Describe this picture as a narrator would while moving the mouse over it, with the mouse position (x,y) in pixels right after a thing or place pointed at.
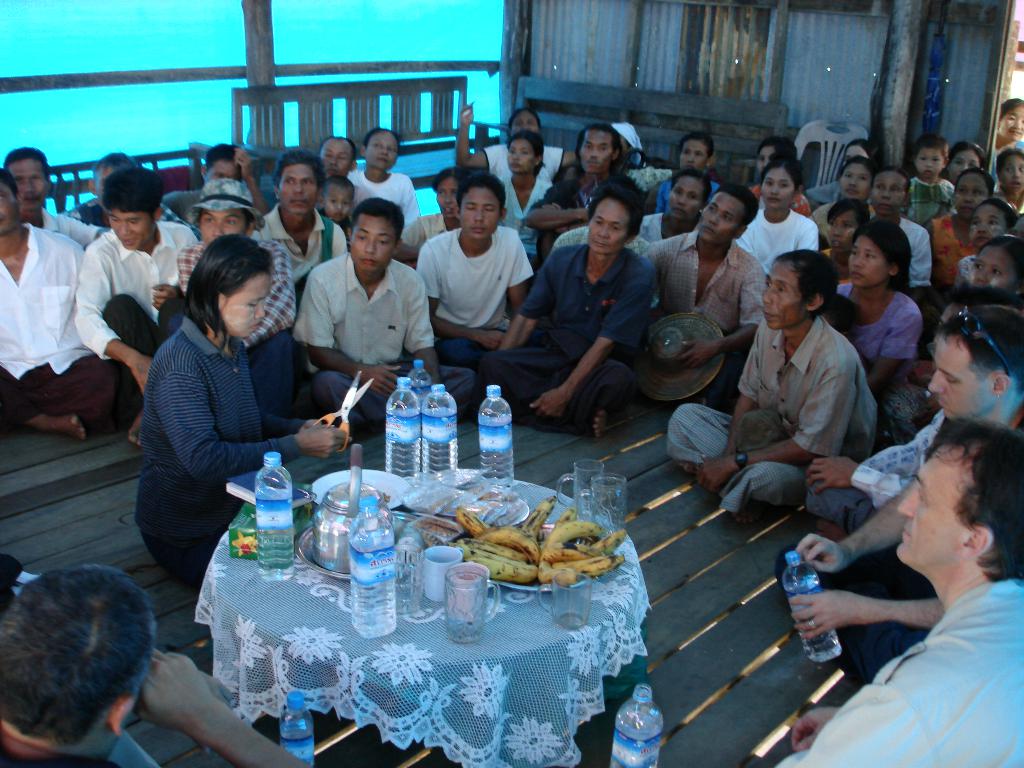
In the image there are many people (835,320) sat on floor (697,750) around a table (336,673) which had water bottle (289,505), banana (514,570) and bowl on it, in front of table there is a woman (210,356) sat with scissor (329,416) in her hand (329,429).
